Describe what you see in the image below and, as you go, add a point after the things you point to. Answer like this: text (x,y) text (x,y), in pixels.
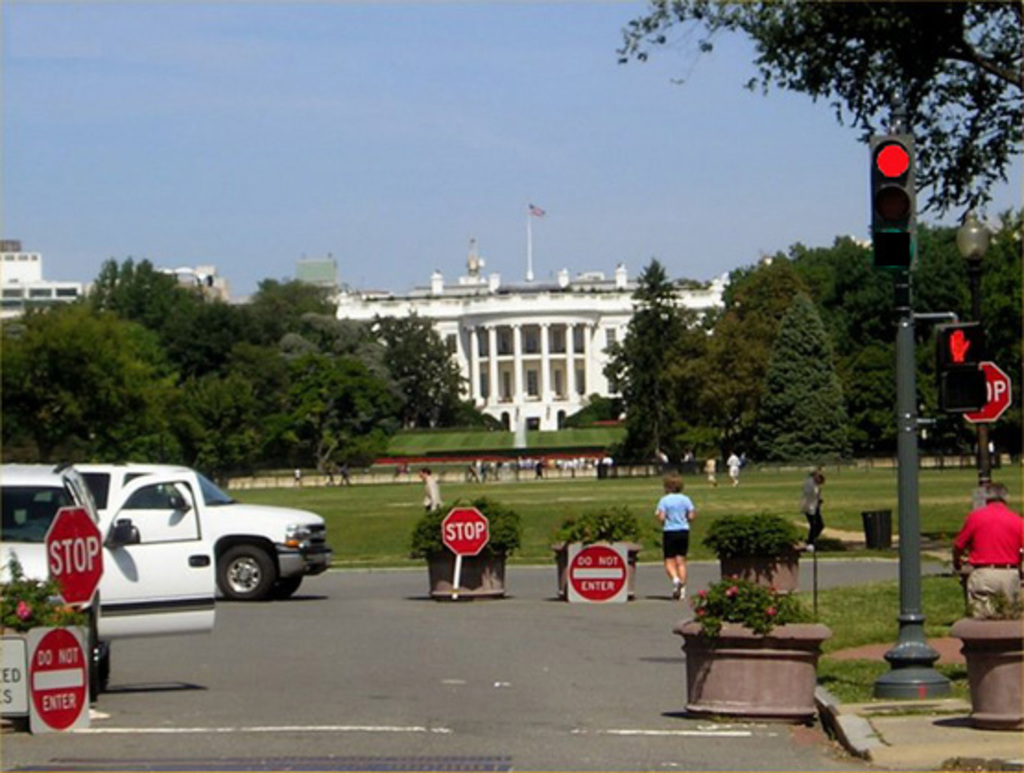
In this image we can see vehicles (46,519), name boards (71,553), flower plants (784,605), pots (750,662), persons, traffic lights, street light (964,234) and other objects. In the background of the image (664,291) there are buildings (582,300), trees (941,265), persons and other objects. At the top of the image (533,111) there is the sky (314,198). At the bottom of the image (653,751) there is the road (545,681).
